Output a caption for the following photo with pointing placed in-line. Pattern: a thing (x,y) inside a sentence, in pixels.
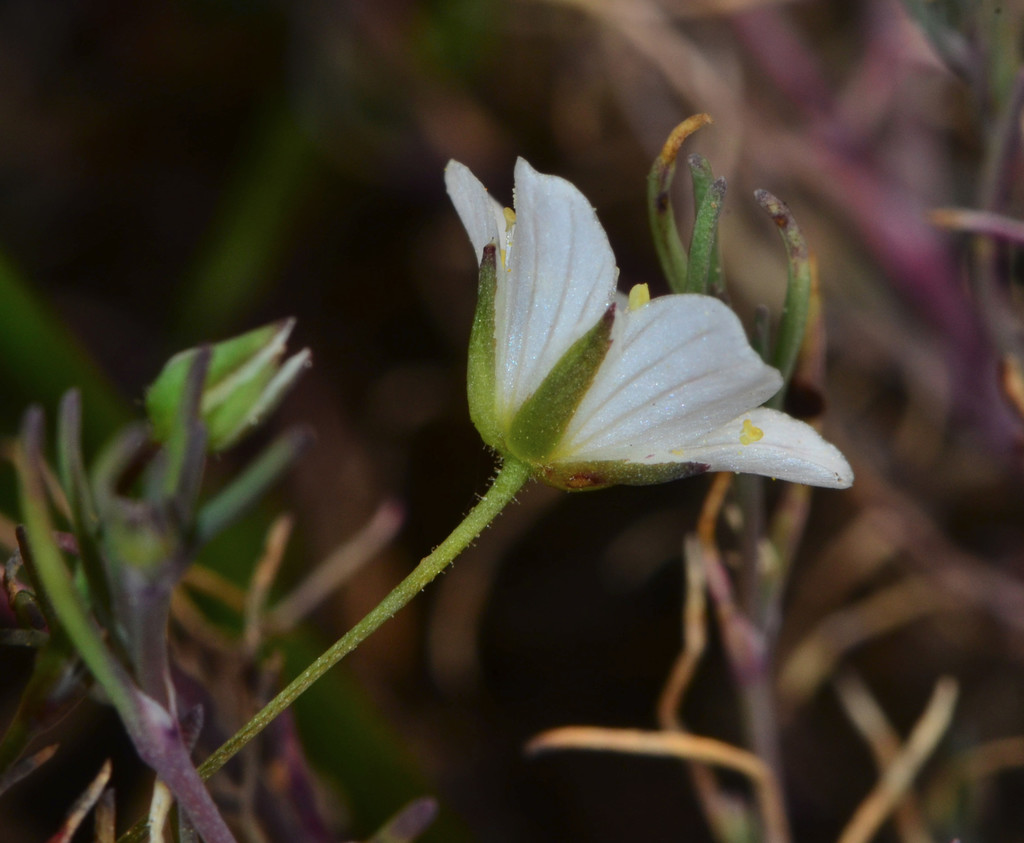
In this image we can see a flower (547,392), bud (245,370), few plants (259,624) and a blurry background (899,569).
